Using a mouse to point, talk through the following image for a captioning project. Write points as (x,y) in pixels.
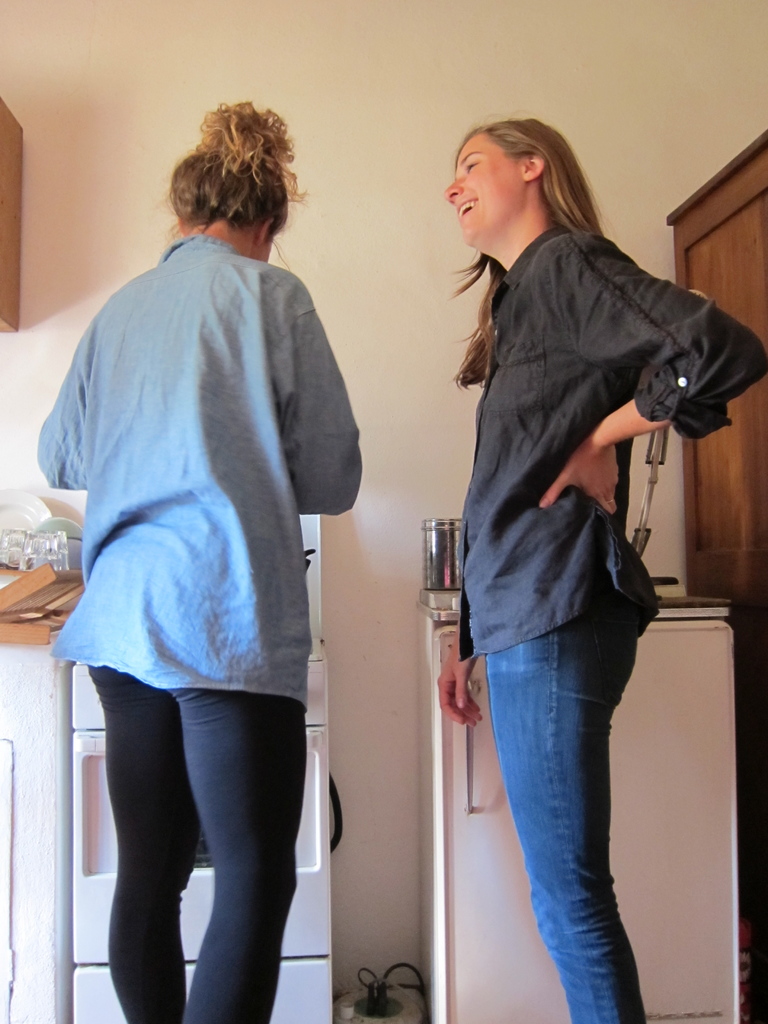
In this image on the left side (216,689) a woman (222,723) is standing, she wore shirt (216,555), black color trouser (271,743). On the right side (610,473) another woman (634,576) is smiling and there is the fridge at here. It looks like a kitchen room (552,14).
